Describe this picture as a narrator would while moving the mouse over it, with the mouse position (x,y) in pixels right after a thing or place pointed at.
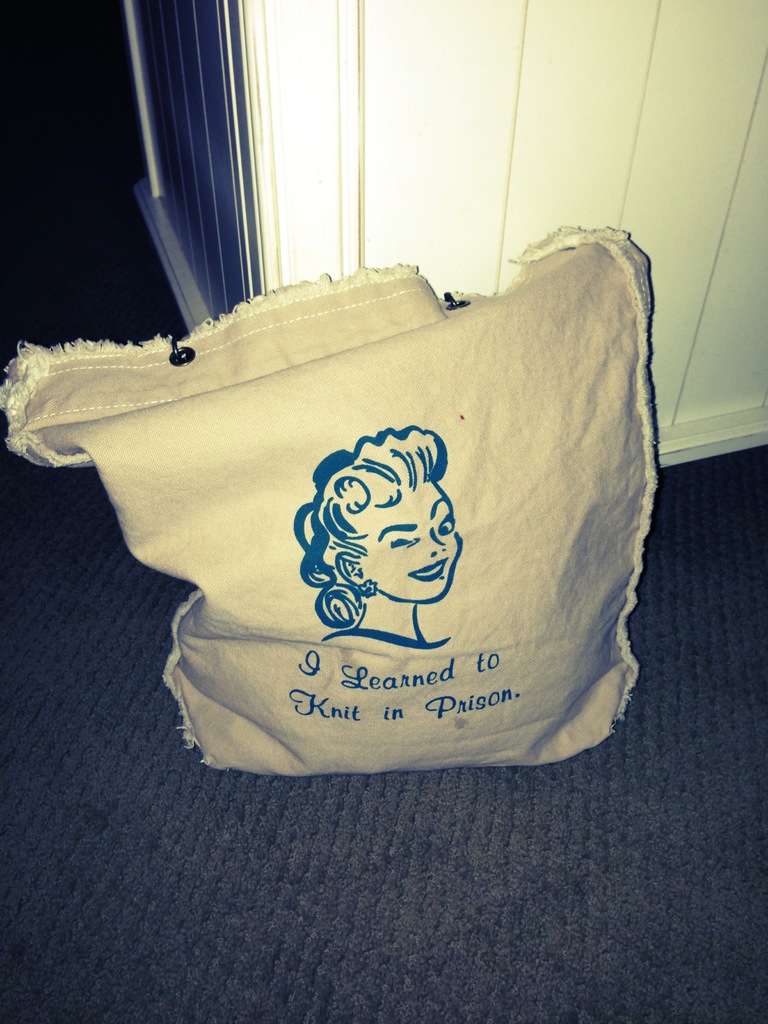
In this image I can see a bag (214,685) is placed on the floor (393,925). On the bag (368,699), I can see some text (356,677) and a painting (390,533) of a person (391,529). At the back of this bag (197,479) there is a white color object (272,203) which seems to be a table (333,153).
